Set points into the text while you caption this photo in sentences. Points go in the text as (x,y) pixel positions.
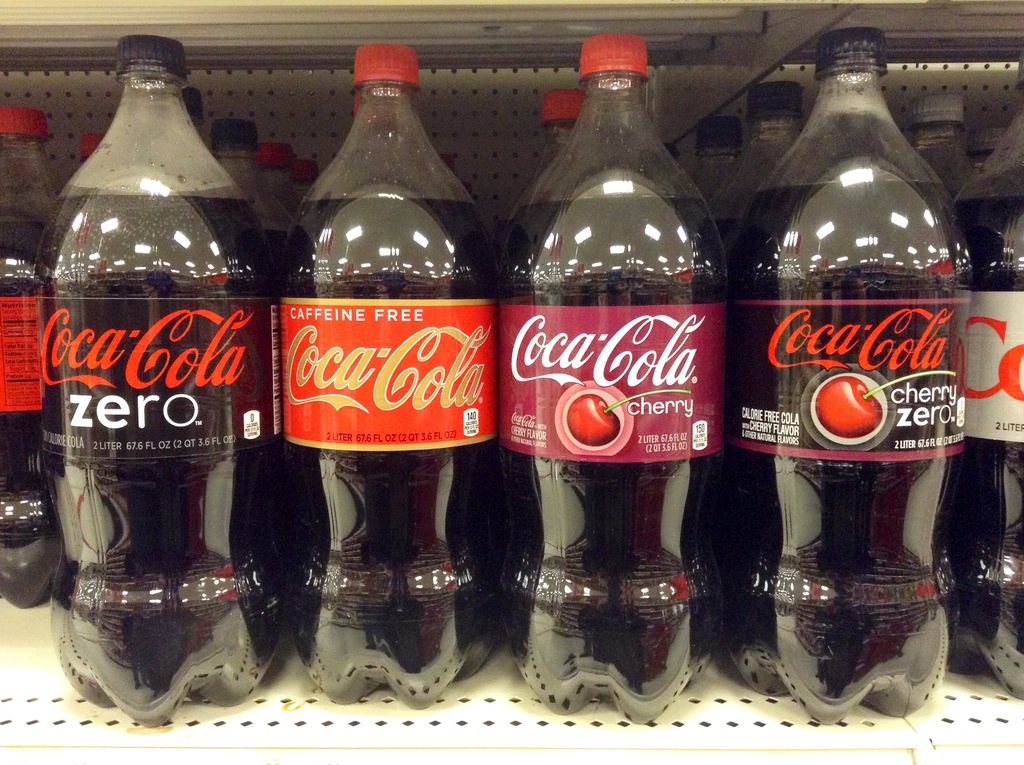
In this picture we see a different varieties of Coke bottles (57,390).
